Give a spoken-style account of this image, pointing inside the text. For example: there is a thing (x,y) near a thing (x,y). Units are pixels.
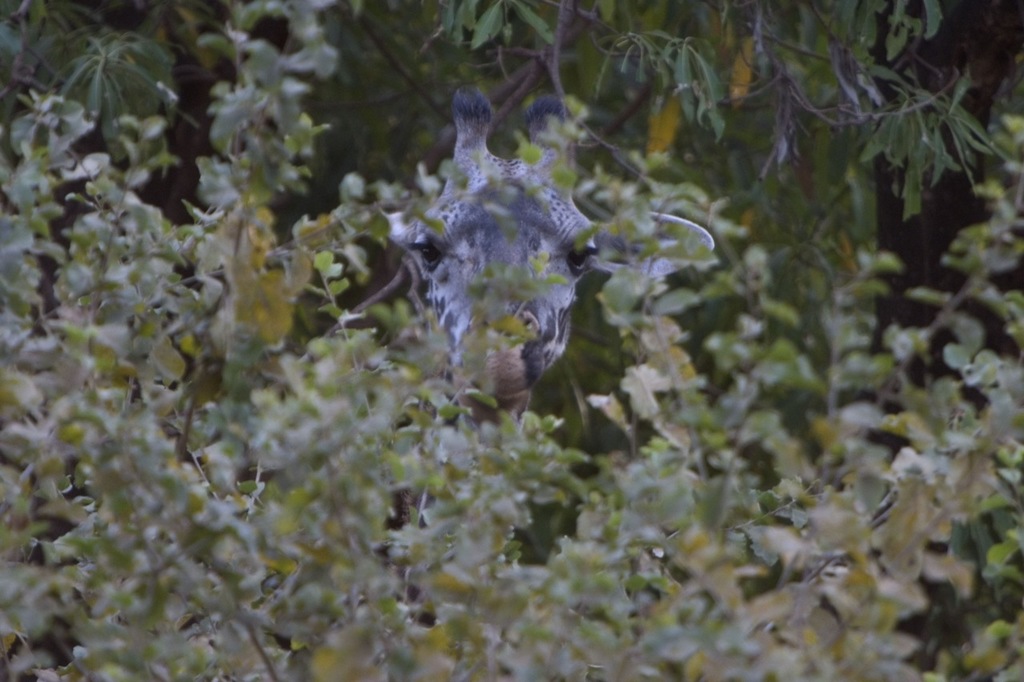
This image is taken outdoors. In the background (386,58) there are a few trees (649,134) and there is a giraffe (559,246). In the middle of the image (542,260) there are many plants (727,301) with leaves (163,499) and stems (648,564). Those leaves (189,308) are green in color.
